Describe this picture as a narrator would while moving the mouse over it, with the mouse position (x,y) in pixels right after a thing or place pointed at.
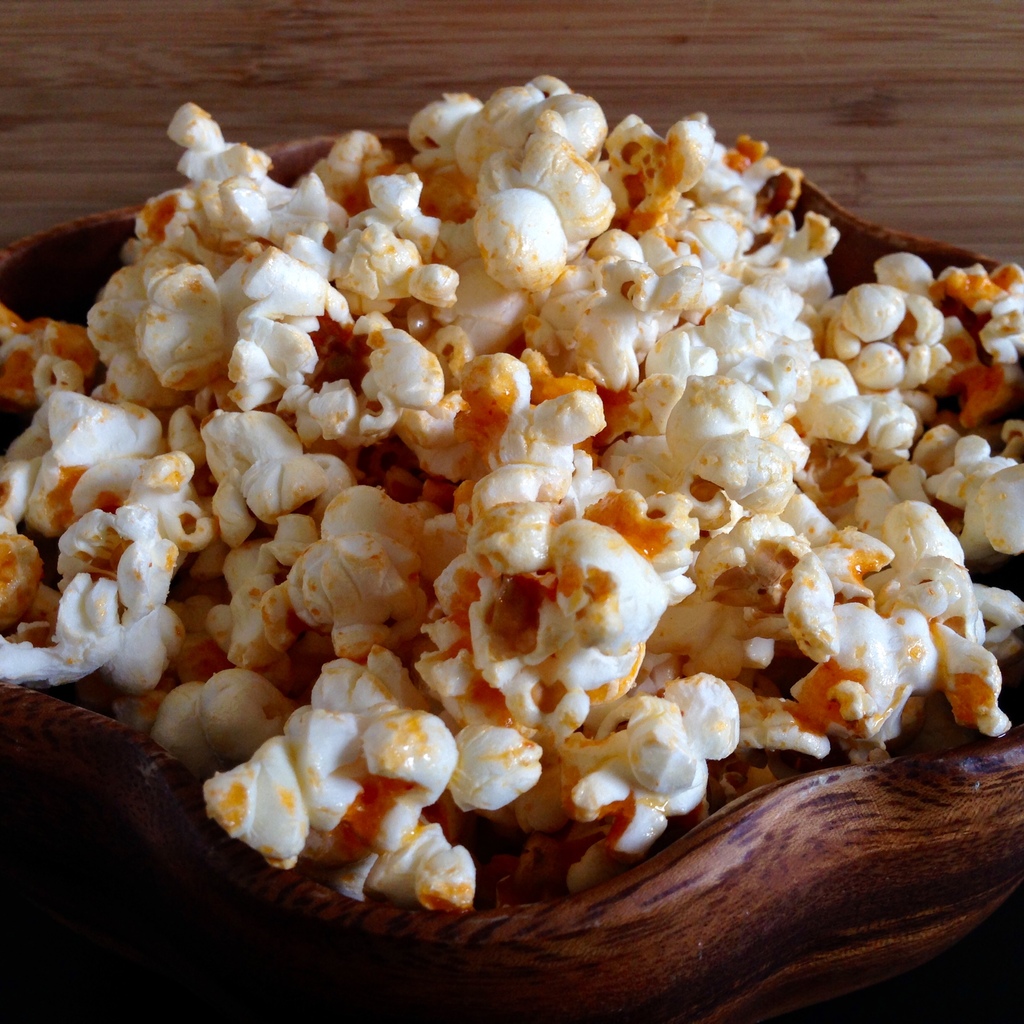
In the picture we can see pop corn (460,420) which is in the wooden bowl (964,801) and it is placed on the wooden plank (654,48).
